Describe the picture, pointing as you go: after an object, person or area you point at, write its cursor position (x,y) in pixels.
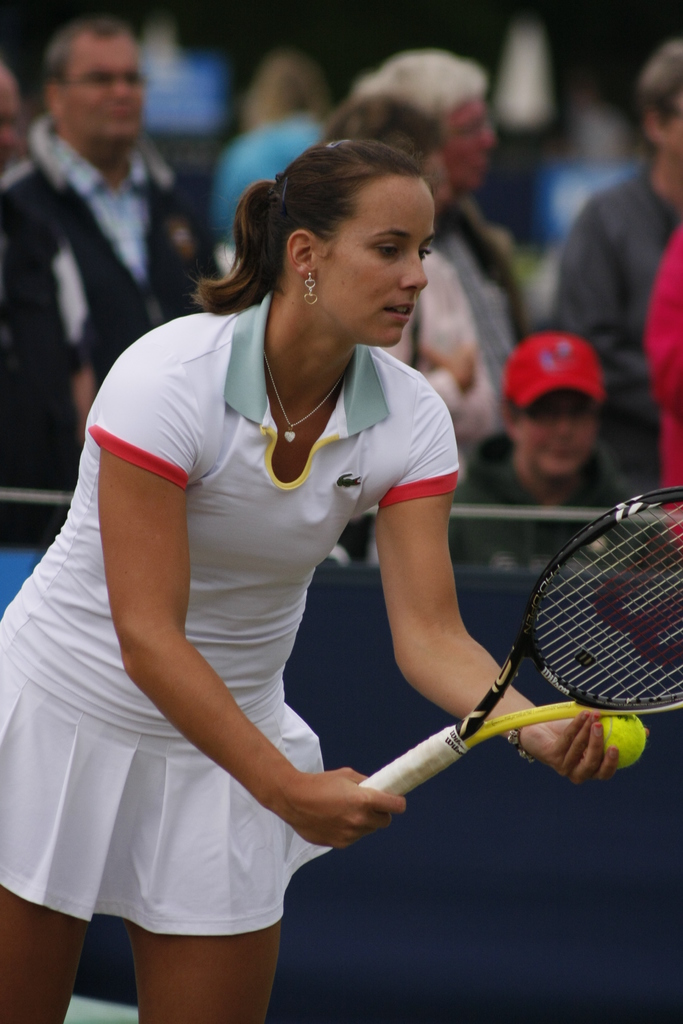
This image is clicked in ground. There is a woman (381,469) in the front (292,612). She is holding a racket (565,709) and ball (607,718) in her hands (578,770). She is wearing white color dress (135,736) there are people (51,257) behind her. They are watching that match.
